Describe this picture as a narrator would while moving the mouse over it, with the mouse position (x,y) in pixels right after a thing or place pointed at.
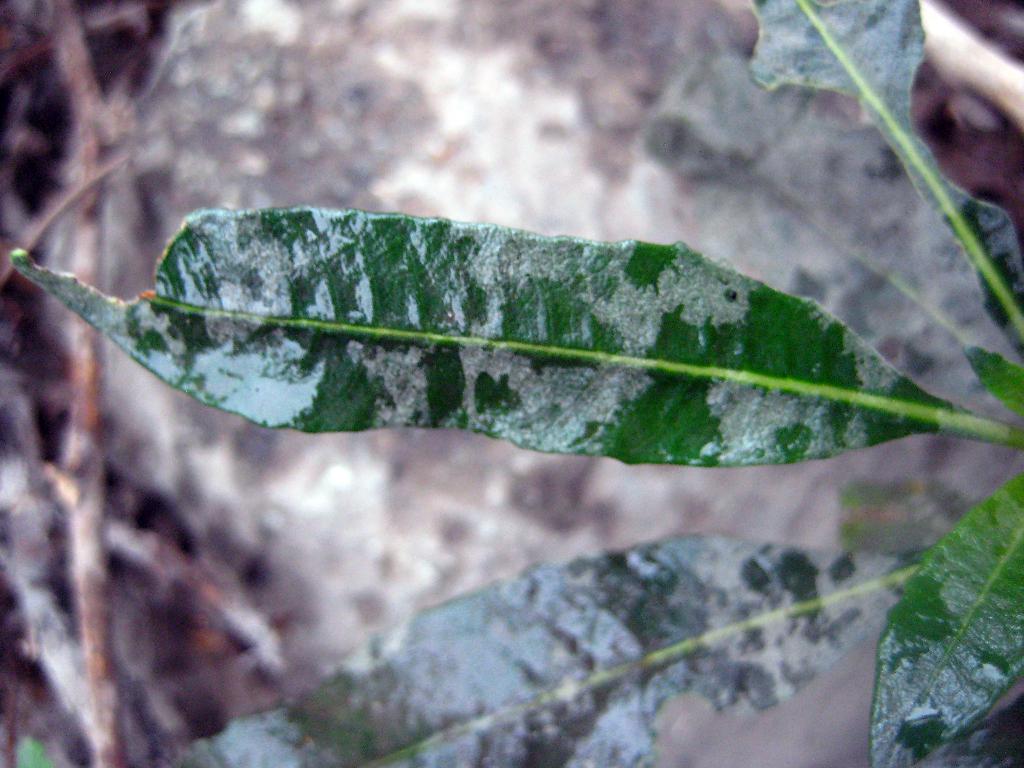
In this image, we can see leaves (508,410) which are green in color and the background (714,48) is blurred.
